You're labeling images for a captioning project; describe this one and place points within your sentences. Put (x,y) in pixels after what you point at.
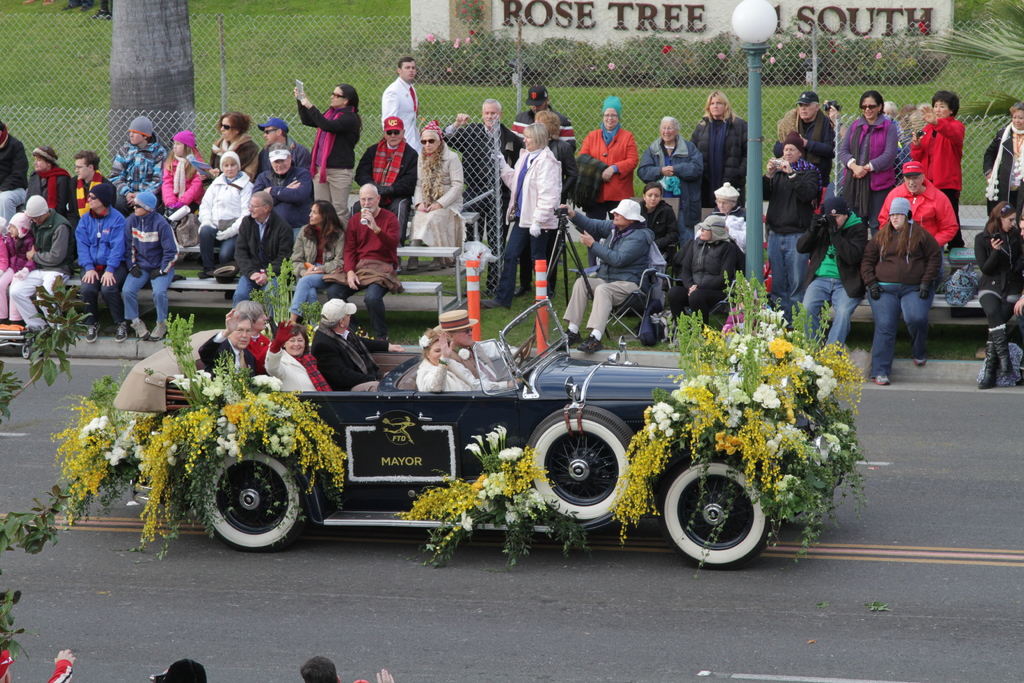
In this image I can see the road (388,614). I can see a vehicle (380,461) decorated with the flowers (714,423). I can also see some text (394,463) written on it. I can see some people (439,214). In the background (118,138), I can see the mesh (236,105) and a tree (141,67). I can see a wall (858,22) with some text (684,22) written on it.
